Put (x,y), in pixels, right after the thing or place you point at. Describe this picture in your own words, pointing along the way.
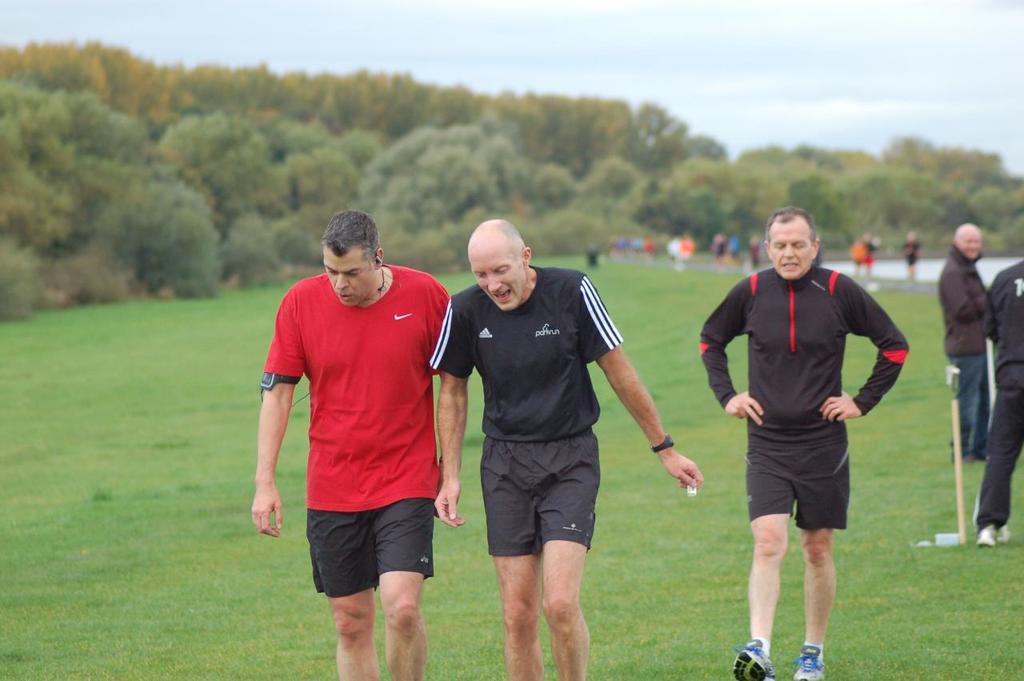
In this image I can see the group of people (320,441) with different color dresses (585,453). These people (552,379) are standing on the ground (686,523). To the right (930,277) I can see the water (889,267). In the background (401,117) I can see many trees (475,223) and the sky (671,81).
